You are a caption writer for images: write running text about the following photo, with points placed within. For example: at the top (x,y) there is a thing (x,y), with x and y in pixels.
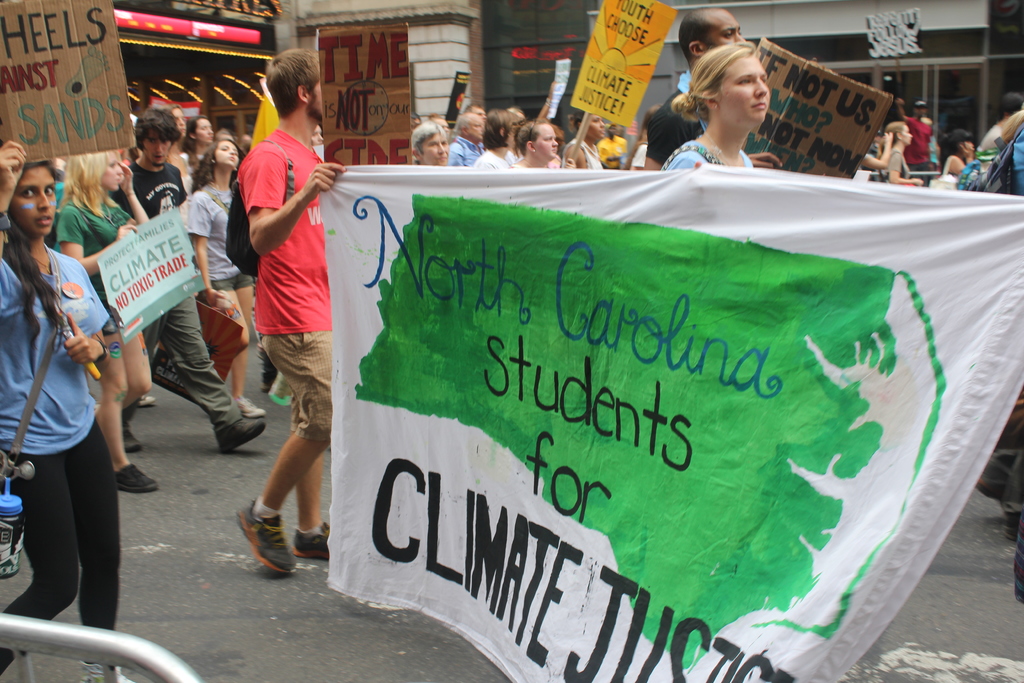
There are many people (144,197). Some are holding placards (383,133) and banners (592,435). In the back (539,47) there is a building (577,9).
